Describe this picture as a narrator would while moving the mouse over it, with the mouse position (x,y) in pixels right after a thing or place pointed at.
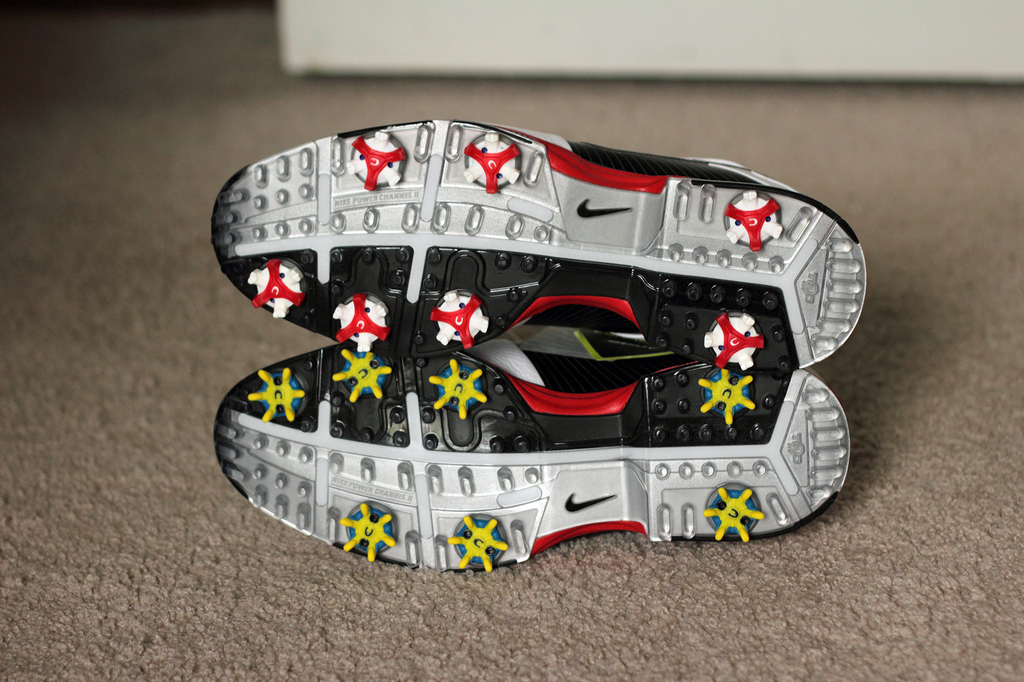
In this image we can see shoes (707,434) placed on the carpet (719,566). In the background (715,64) there is an object (623,35).
